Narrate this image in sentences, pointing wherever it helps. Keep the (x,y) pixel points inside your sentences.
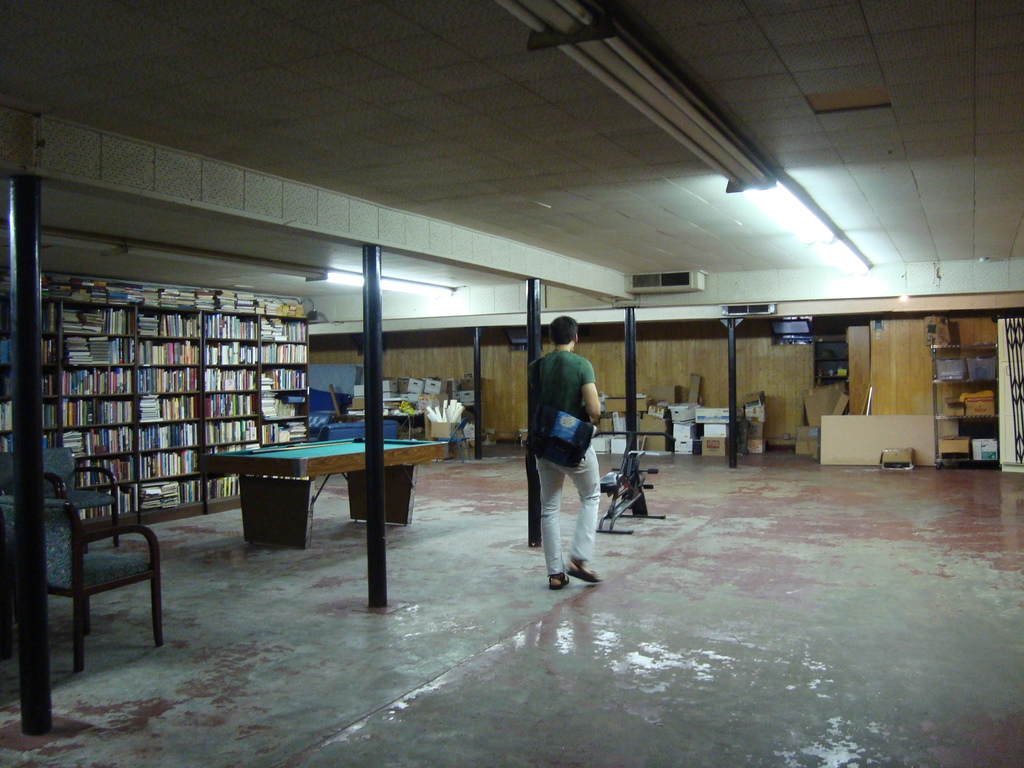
In the image we can see there is a person (548,545) who is standing on the floor (594,607) and beside him here there is book rack (71,428) in which there are lot of books (225,425) kept on the shelf (99,427) and there is a table (305,490) and chair (96,581).
